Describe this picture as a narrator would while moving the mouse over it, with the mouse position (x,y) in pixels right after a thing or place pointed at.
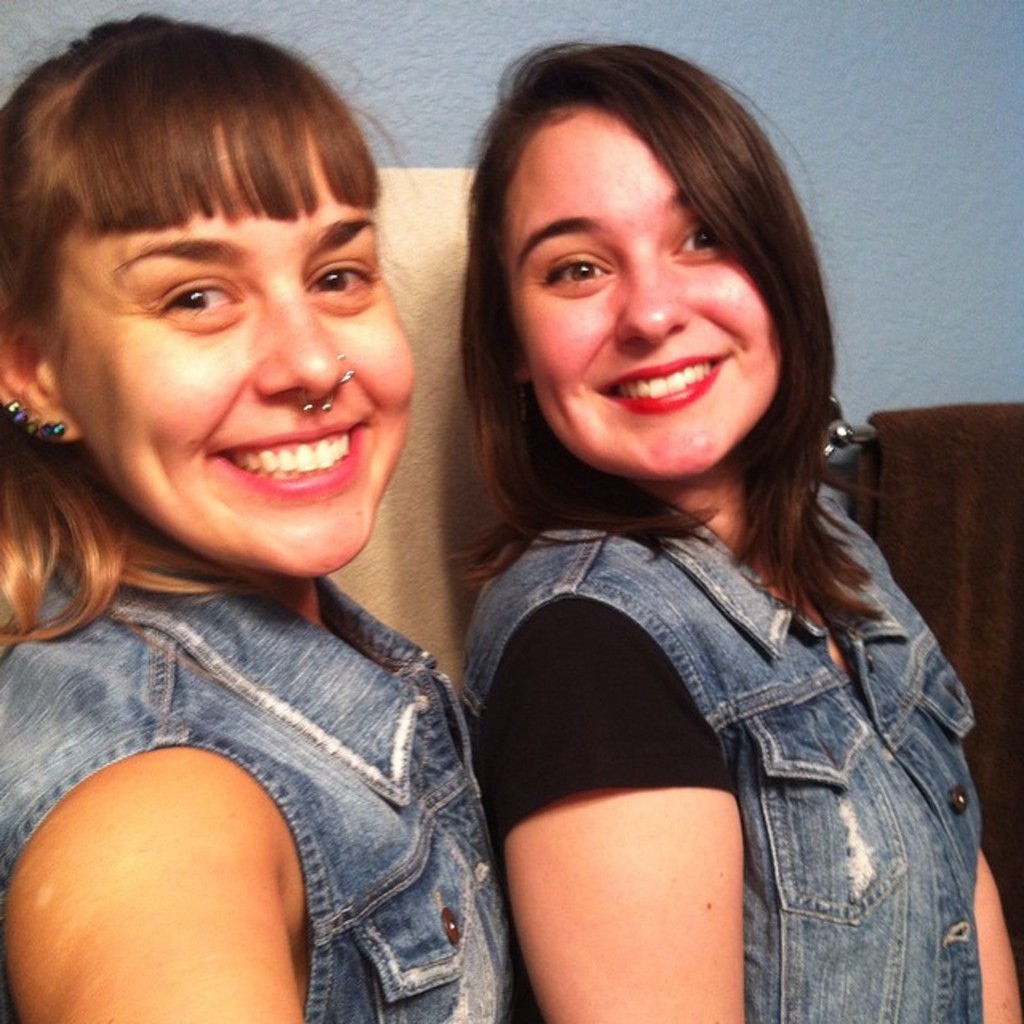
In this image we can see two persons (400,374). Behind the persons (393,396) there is a cloth (452,190) and a wall (743,90). On the right side (964,446) there is a cloth (897,436) hanged on a metal (833,434).
